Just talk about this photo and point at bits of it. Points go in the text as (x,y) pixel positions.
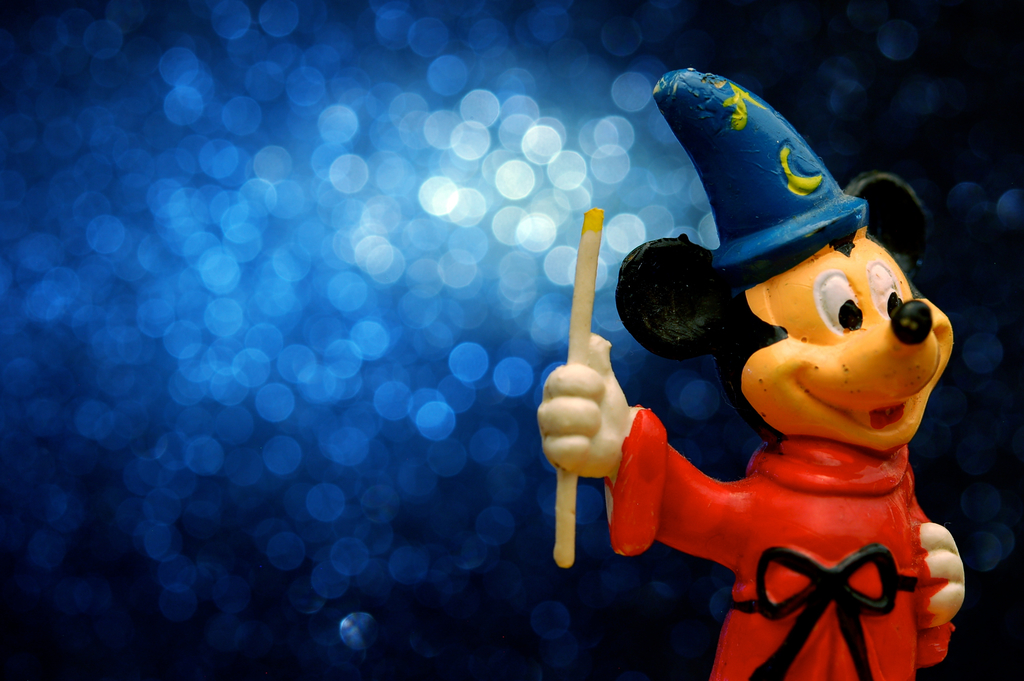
In this picture we can see a mickey mouse (697,511) wore a cap (759,271) and holding a stick (595,233) and in the background (299,297) it is blurry.
